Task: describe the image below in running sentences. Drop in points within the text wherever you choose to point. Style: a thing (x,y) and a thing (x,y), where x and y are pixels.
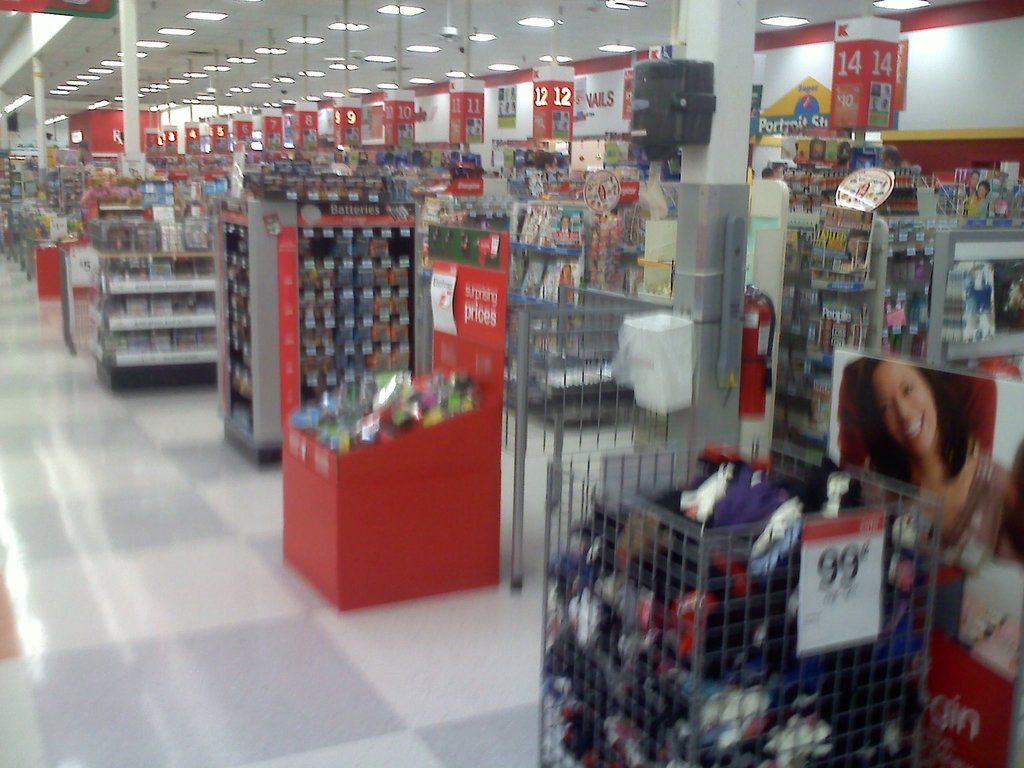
This is a picture taken in a supermarket (601,177). In this picture there are cupboards (403,235), posters (938,425), numbers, lights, name boards (856,582) and many other objects (708,504). In the foreground (187,629) it is floor (302,671).
